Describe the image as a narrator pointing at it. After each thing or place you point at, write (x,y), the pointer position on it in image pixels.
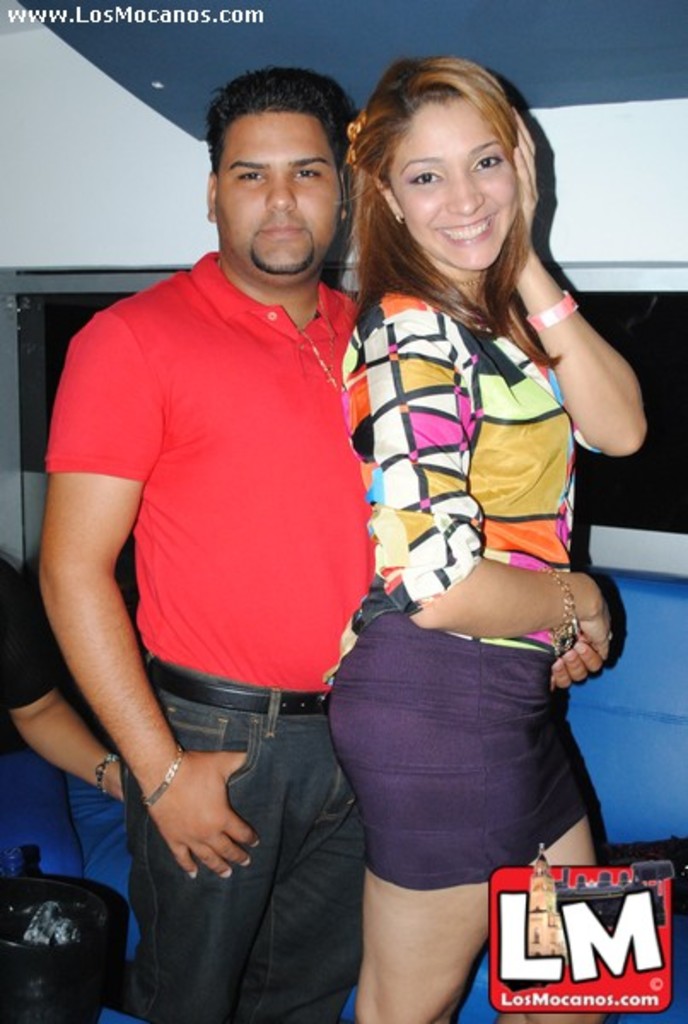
In this image we can see a man (253,328) and a lady (472,827) is standing. A man (268,483) wore a red color shirt (256,481) and black color pant (346,809). Lady (476,322) wore a multi-color shirt (527,517) and purple color skirt (525,817). One logo (586,926) is there here.
